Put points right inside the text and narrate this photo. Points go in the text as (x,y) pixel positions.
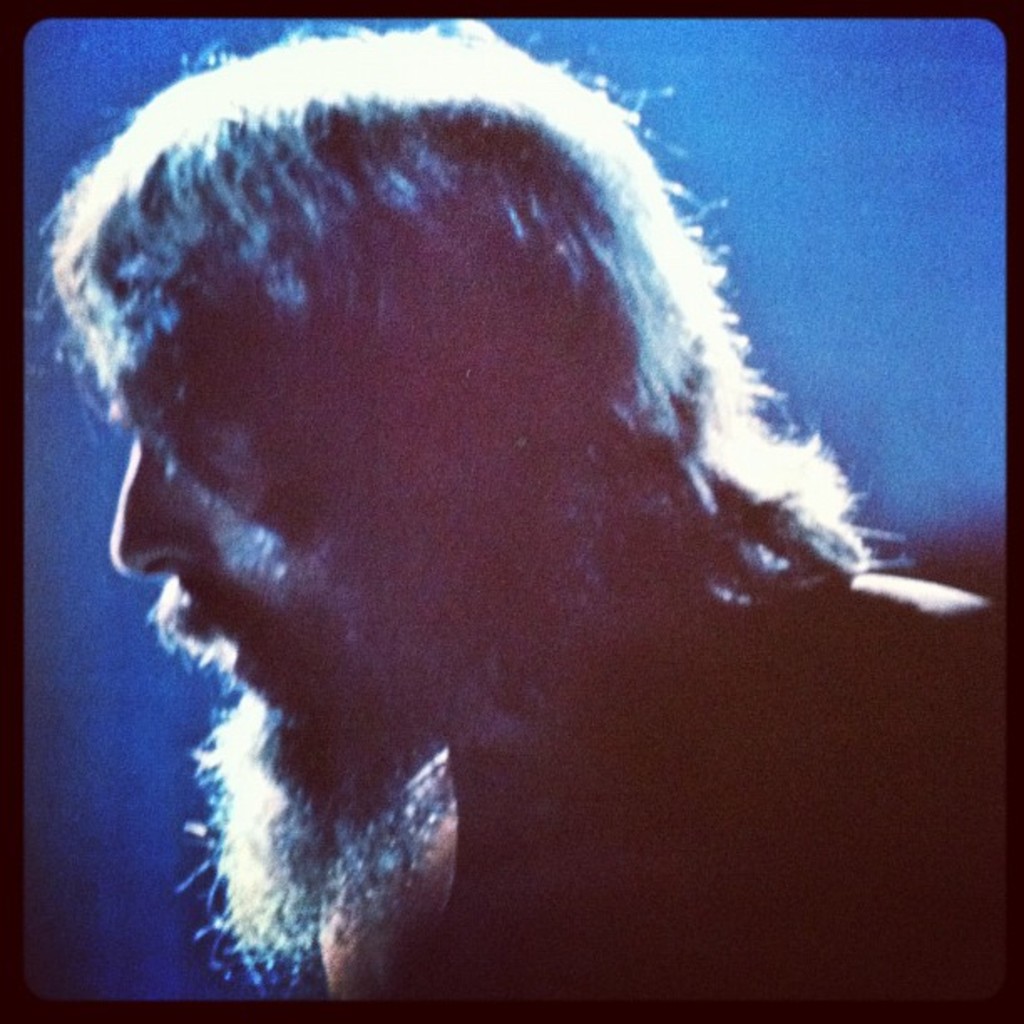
This image consists of a picture of a man (325,232). He is having white beard (355,768) and white hair (575,215). The background (997,142) is blue in color.
